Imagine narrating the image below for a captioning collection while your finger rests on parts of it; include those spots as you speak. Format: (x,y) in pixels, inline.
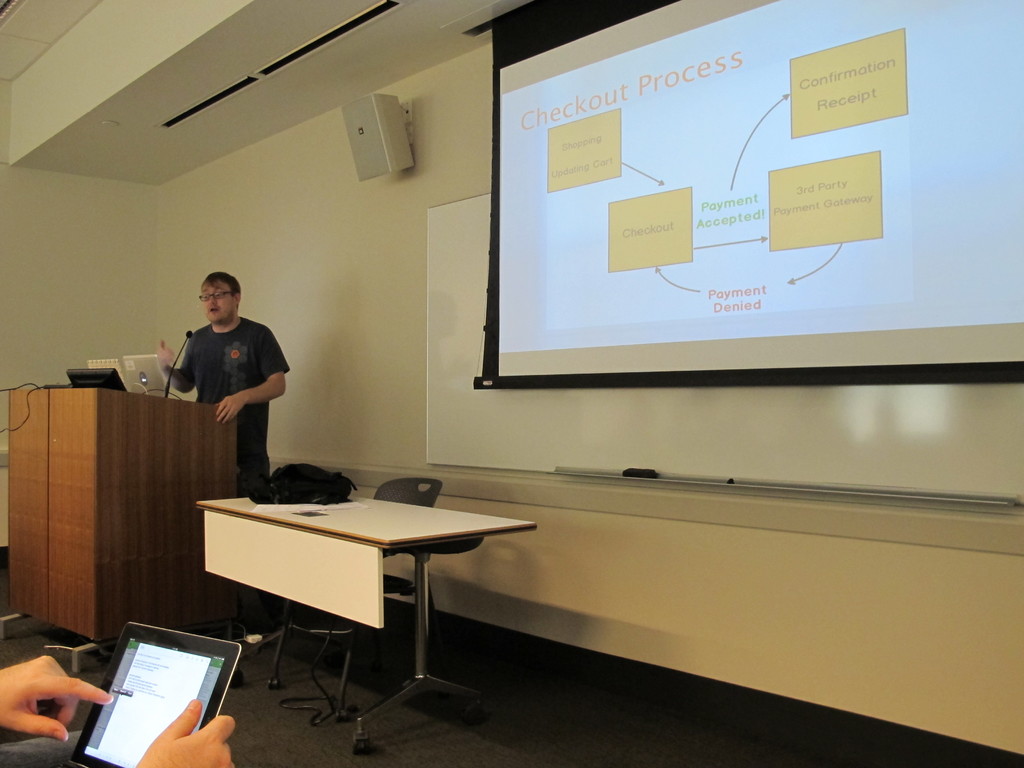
This picture shows a man (220,361) standing near the podium (85,483) on which a computer (134,369) and a microphone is placed. He is talking. Beside him there is a table (321,539) on which a bag (298,490) is placed. In the background (632,269), there is a projector screen display (699,224) here. We can observe a tablet (160,688) in the hands (43,699) of a human (170,753) in the left side (181,745). There is a speaker (366,137) in the background (366,137).
